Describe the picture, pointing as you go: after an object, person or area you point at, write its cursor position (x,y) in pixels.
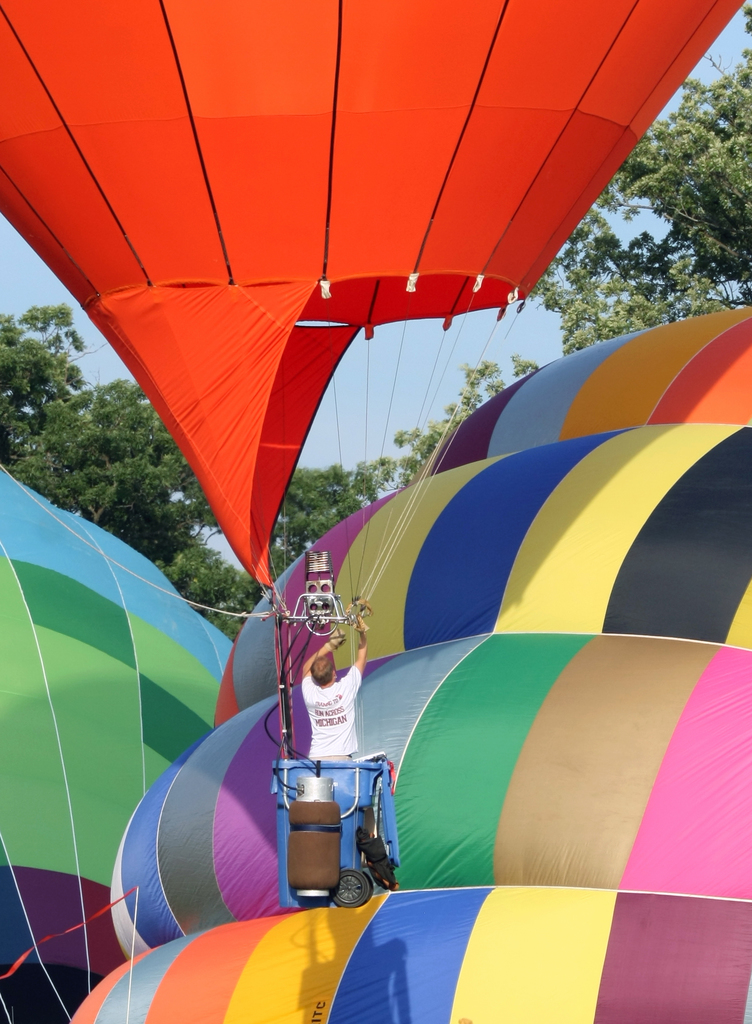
In this image there are so many hot air balloons (558,714) at the bottom (488,935). In the middle (321,670) we can see that there is a man (313,732) standing in the carriage (331,776) and the ropes (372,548) to the hot air balloon (381,166). In the background (104,445) there are trees (653,277). At the top (726,52) there is the sky (736,31).
